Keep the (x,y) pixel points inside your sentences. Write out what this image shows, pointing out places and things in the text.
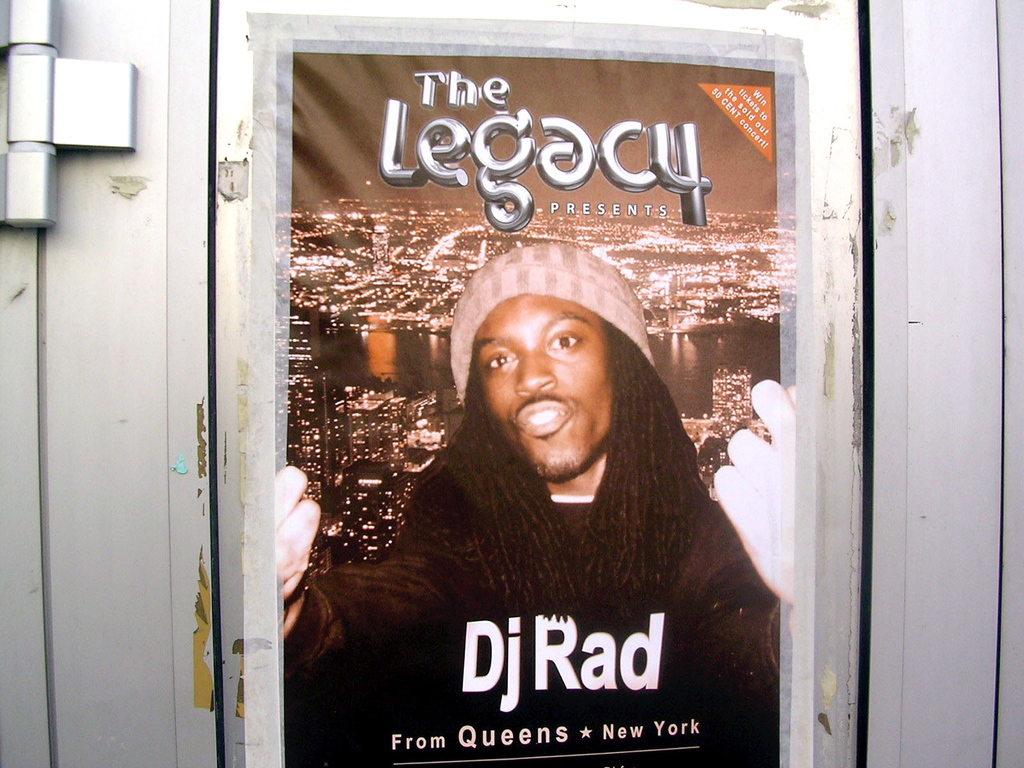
In this picture we can see a poster (732,160) on the wall (932,732), in this poster (572,487) we can see a person (580,481) and text (501,631).
